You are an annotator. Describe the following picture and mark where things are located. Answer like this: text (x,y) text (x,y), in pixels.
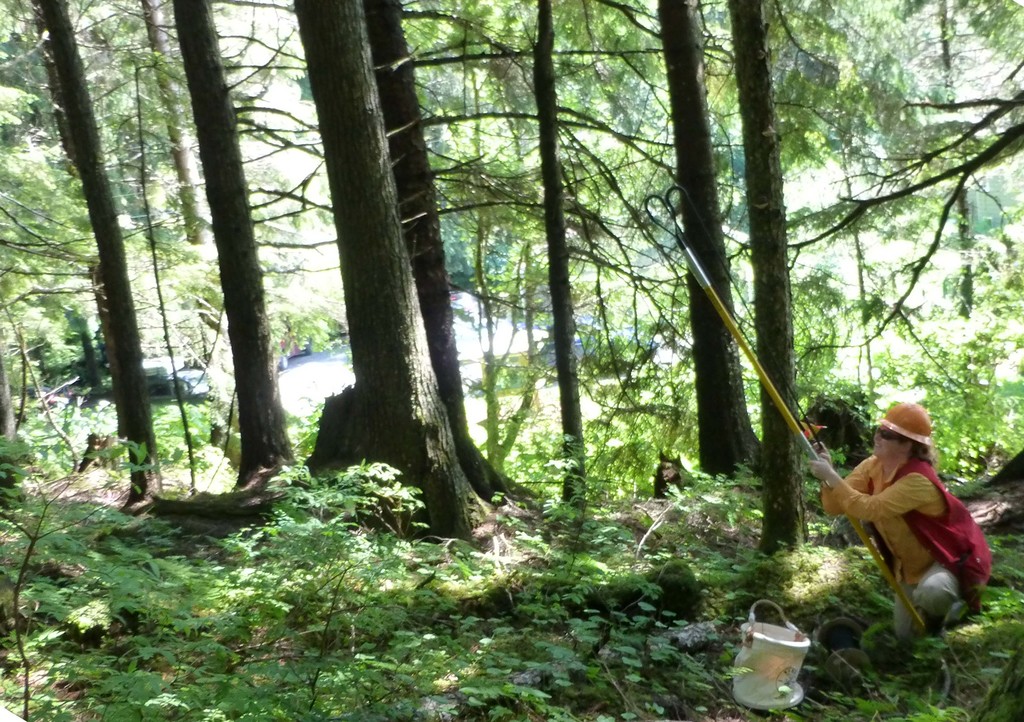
In the image there are many trees (555,292), plants (830,570) and on the right side (839,493) there is a woman (827,512), she is holding a stick (908,609) and beside the woman (877,499) there is a basket (755,659).
